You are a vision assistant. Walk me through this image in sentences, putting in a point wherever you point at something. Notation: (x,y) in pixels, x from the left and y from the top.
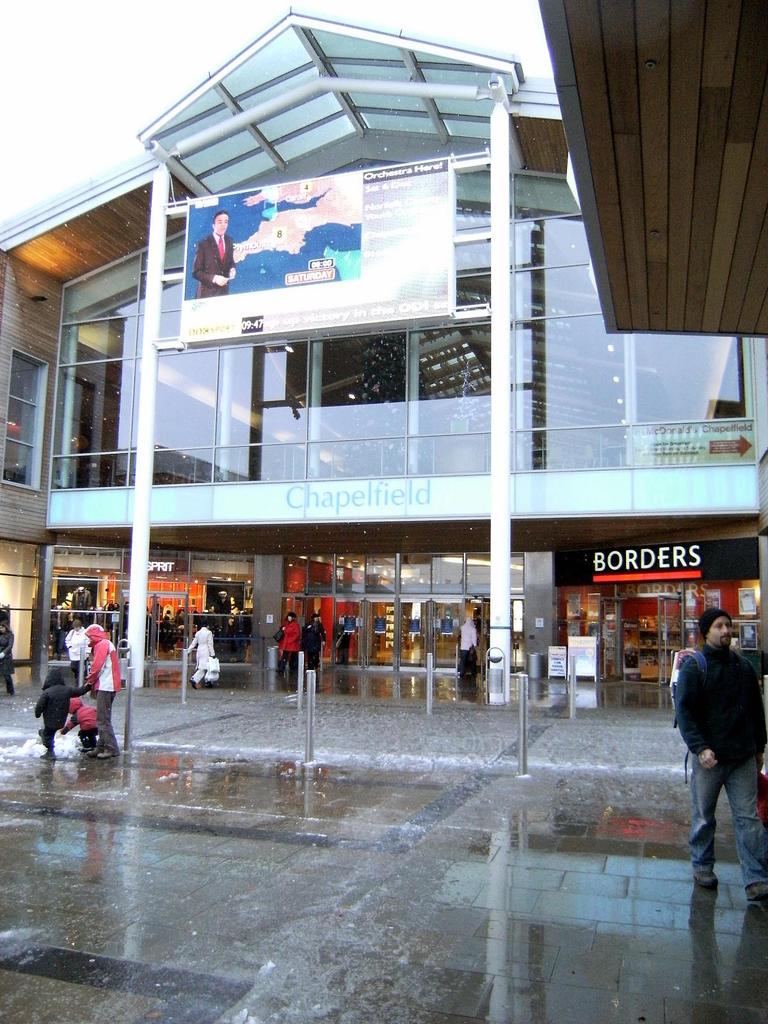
In the picture we can see a shopping mall (48,317) with a glass (694,409) to it and some shops (176,583) and near it, we can see a floor (0,823) with some people (759,709) walking on it.
